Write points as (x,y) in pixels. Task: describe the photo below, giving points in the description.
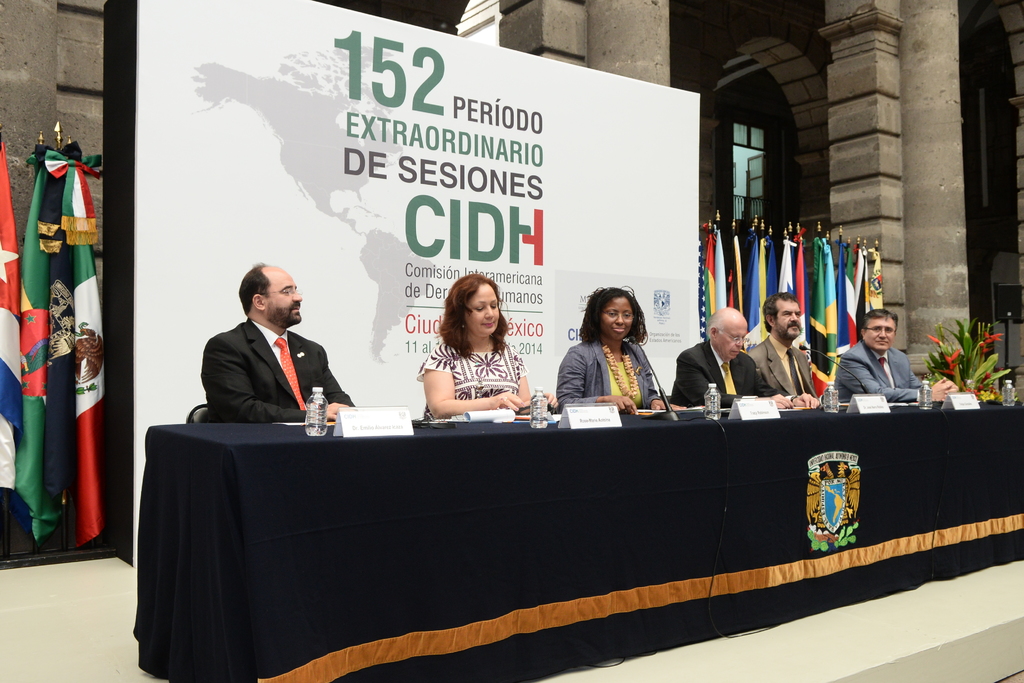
These people (614,357) sitting and we can see microphones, bottles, name boards (752,404), papers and plant (976,394) on the table (465,526). Background (73,215) we can see flags (720,279), banner (278,66) and pillars (890,278).
